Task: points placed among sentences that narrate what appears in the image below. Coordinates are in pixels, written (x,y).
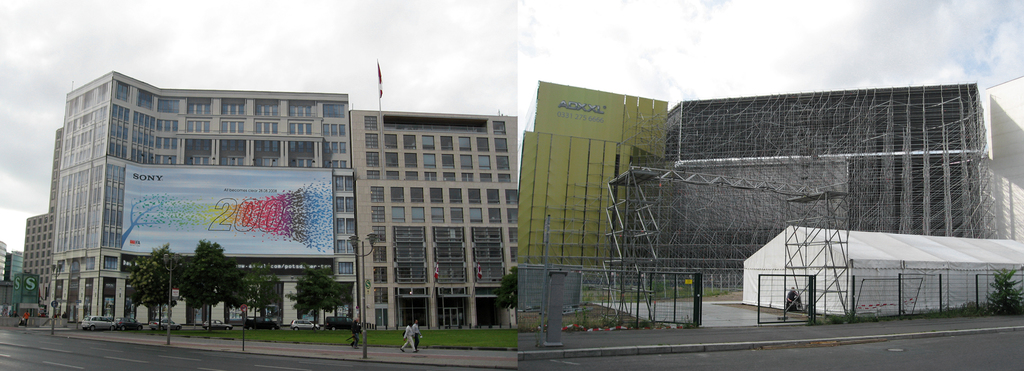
In this picture we can see building (414,176) with windows (119,150) and a banner (315,177) on that building (339,214) in front of the building (445,293) we can see cars (164,320) parked, grass (315,333), road (150,345) beside to this road (105,347) we have poles (168,332) and above the building (140,98) we have a sky (480,69) and here the building (696,129) is in a construction stage same building (915,138) before the construction and here the sky (615,73) is so cloudy.
